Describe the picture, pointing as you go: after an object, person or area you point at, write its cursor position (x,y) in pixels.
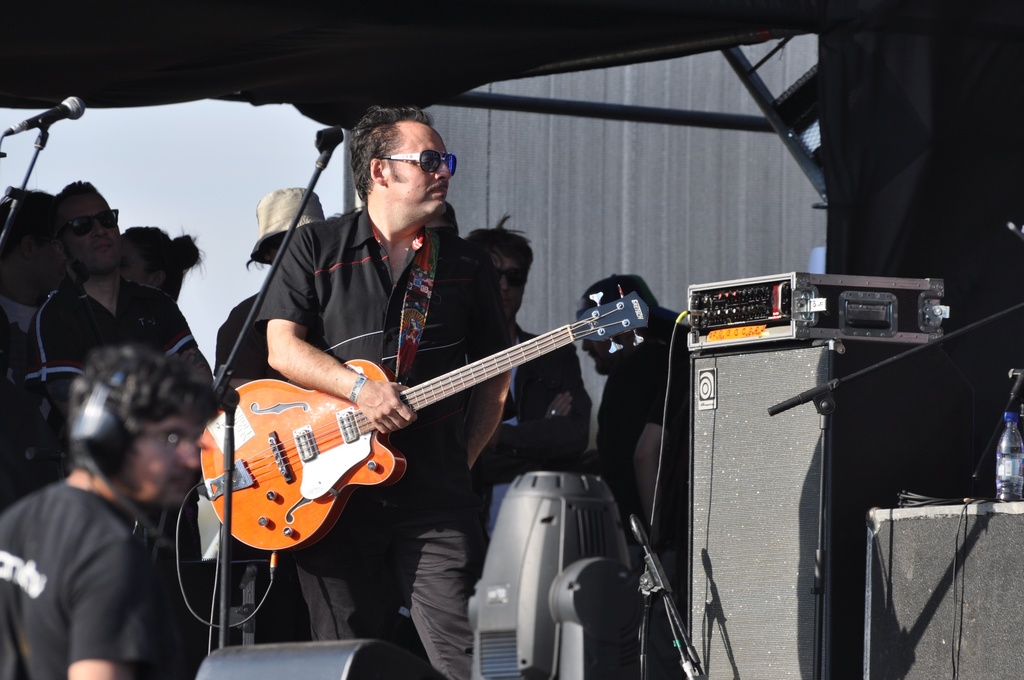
A person (378,247) wearing the goggles (429,154) holding guitar (353,478) and standing. There is a mic stand (223,592) in front of him. In the background (691,204) there is a wall (692,149), many people (42,292) are standing. Also in the front (292,656) there is a speaker (308,653), table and some other instruments (557,562) are kept. Also in the right corner (1000,446) a bottle (1012,438) is on the speaker (929,524).
